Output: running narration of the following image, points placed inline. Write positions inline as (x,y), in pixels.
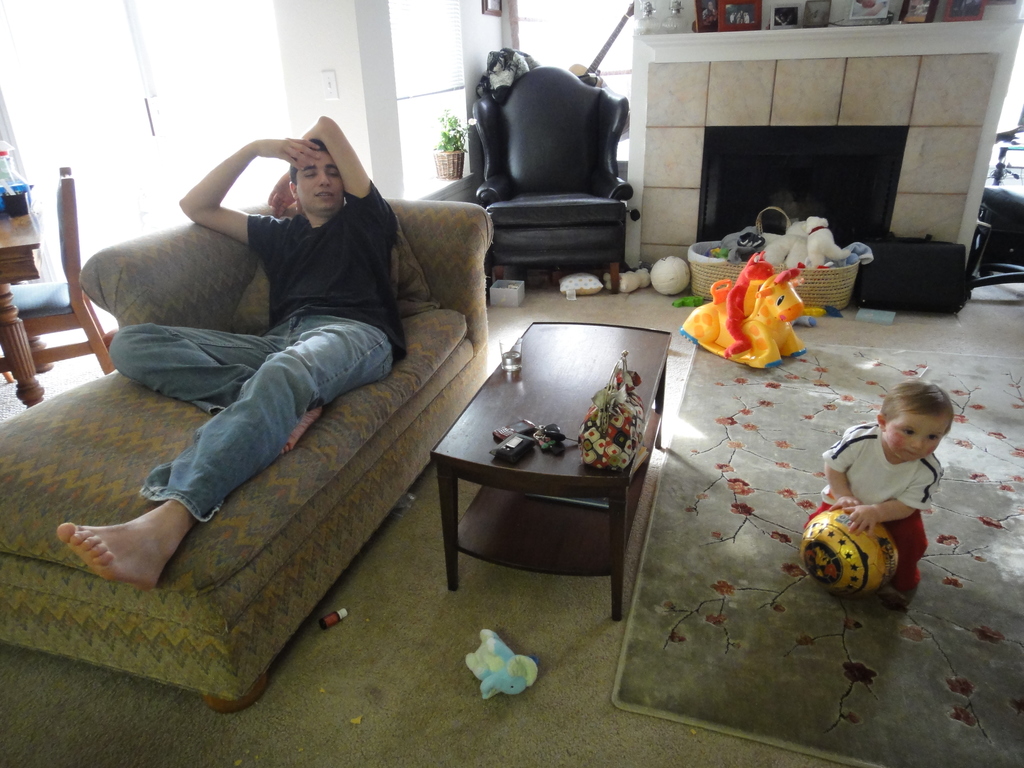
This Image is clicked in a room (569,415). There is a sofa bed (288,523) on the left (181,560) on which a person (351,272) is lying. There is a table (621,470) in the middle (532,349) on which there is a glass (511,360) and a cover (614,442). There is a kid (862,441) on the right side (908,406). There is a chair (561,192) on the back side (627,239) and there is a fireplace (843,207) on the right side (805,187). There is chair (94,326) on the left side (74,350).
